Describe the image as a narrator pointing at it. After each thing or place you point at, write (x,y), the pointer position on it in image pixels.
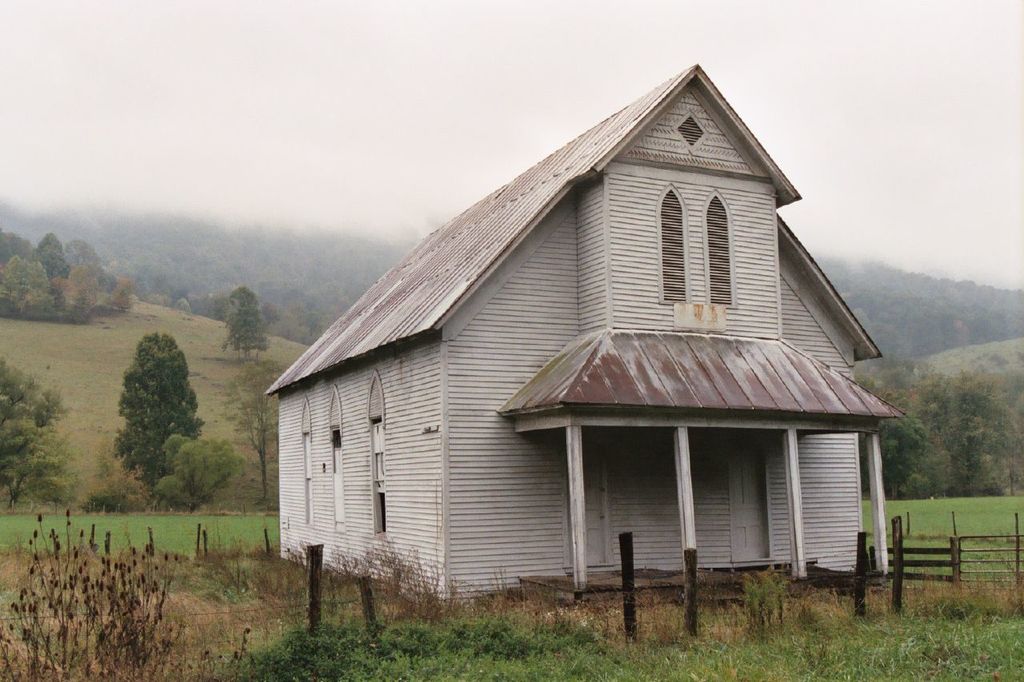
In the center of the image (539,436), we can see a building (618,483) and in the background (902,374), there are trees (924,383) and hills (947,364) and there are plants (240,578) and we can see poles (899,546) and a fence (954,562). At the top (321,91), there is sky (408,133) and at the bottom (531,647), there is ground (664,651).
